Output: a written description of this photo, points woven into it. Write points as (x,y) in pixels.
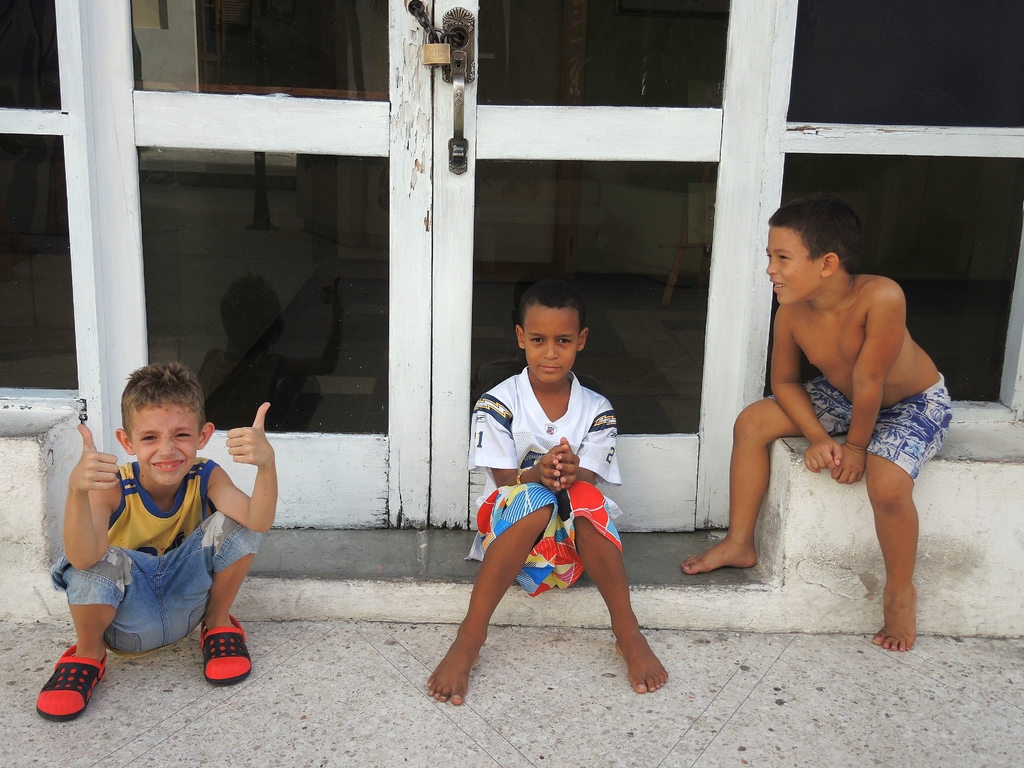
As we can see in the image there are doors (658,85) and three people (209,533) sitting in the front (549,507).
